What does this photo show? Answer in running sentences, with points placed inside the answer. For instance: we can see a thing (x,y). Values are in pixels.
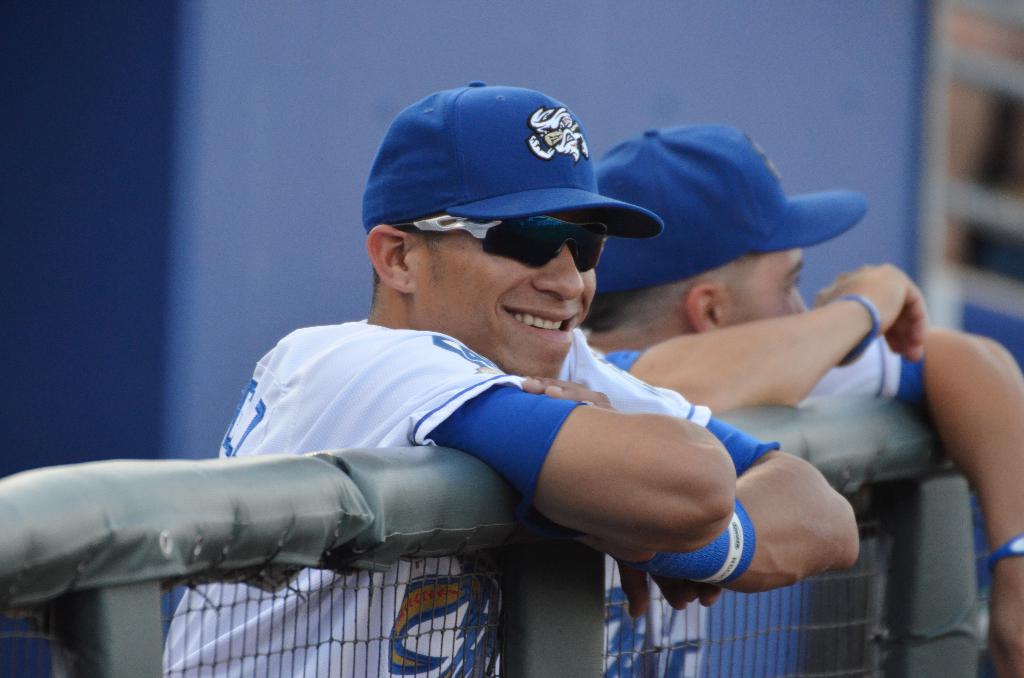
In this image there are two base ball players (707,387) who are standing by keeping their hands (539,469) on the fence (434,485). The man (488,444) in the middle (447,444) is wearing the blue cap (491,134) and black spectacles (513,234). At the bottom (769,642) there is grill (736,647).
